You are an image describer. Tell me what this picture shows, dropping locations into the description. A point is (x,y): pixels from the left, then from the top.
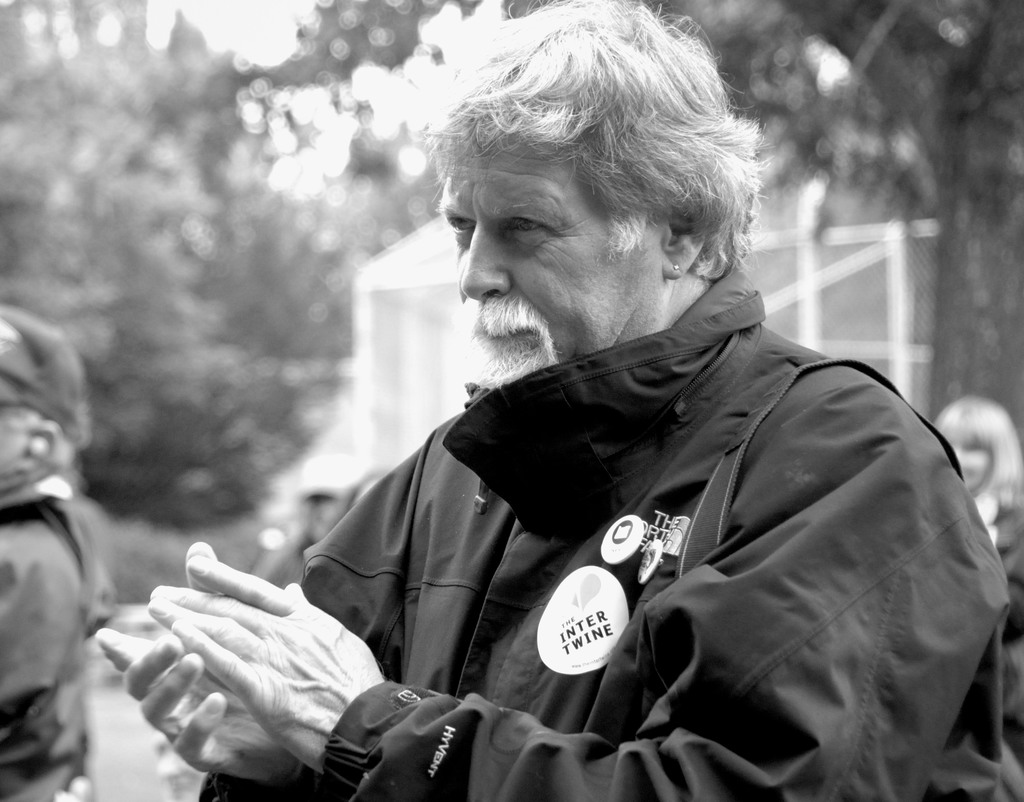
In this picture we see an old man (512,89) looking at someone (35,533) and clapping.
